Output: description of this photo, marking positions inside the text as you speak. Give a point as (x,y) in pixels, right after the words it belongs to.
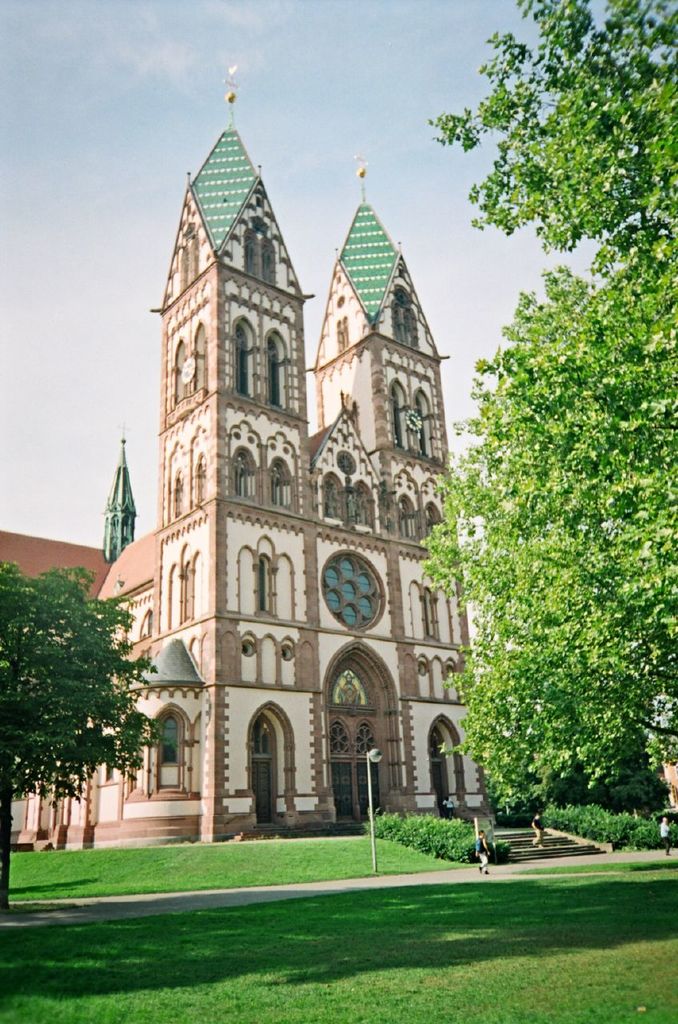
In this image there is a building (364,432), in front of the building (353,453) there are stairs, on the stairs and on the road (497,862) there are some people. In front of the building (320,691) there are trees (135,734) and grass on the surface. At the top of the image (353,65) there are clouds (50,419) in the sky (271,127).
